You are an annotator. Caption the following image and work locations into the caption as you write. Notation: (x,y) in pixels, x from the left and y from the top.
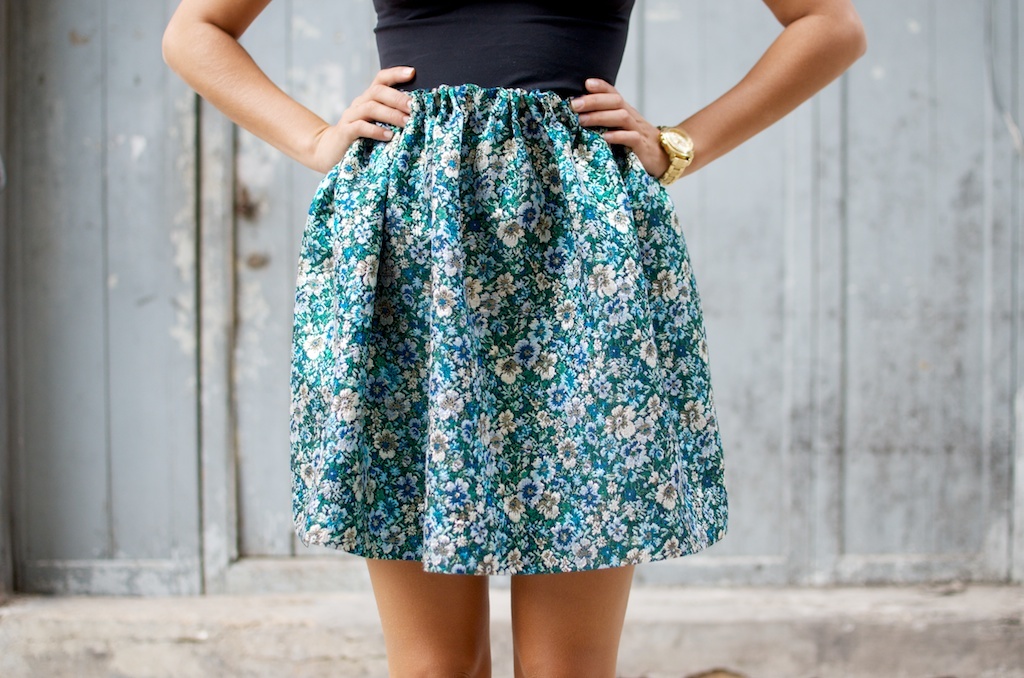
In the center of the image (621,353) we can see a lady (576,314) standing. She is wearing a skirt (486,293). In the background (791,311) there is a wall (196,338).
